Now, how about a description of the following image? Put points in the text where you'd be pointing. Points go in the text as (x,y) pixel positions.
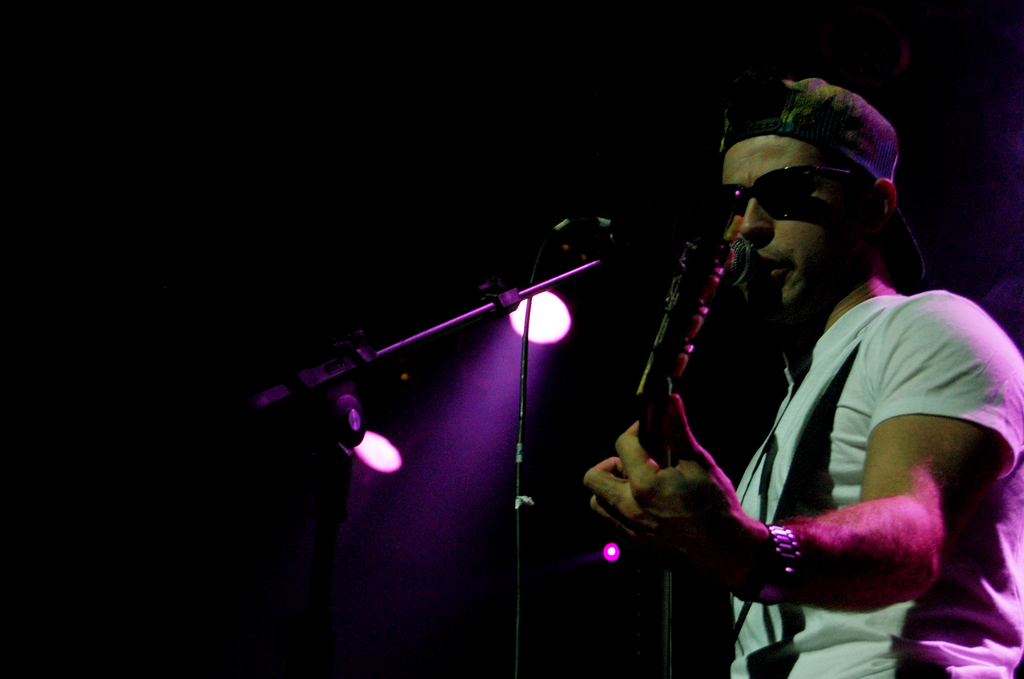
On the right side of this image (849,407) there is a man (857,451) wearing a t-shirt (943,334), cap (835,138) on the head (817,252) and playing the guitar (687,348). This person (783,299) is facing towards the left side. In front of this man (779,268) there is a mike stand (365,349). In the background (370,446) there are three lights (381,455) in the dark.
